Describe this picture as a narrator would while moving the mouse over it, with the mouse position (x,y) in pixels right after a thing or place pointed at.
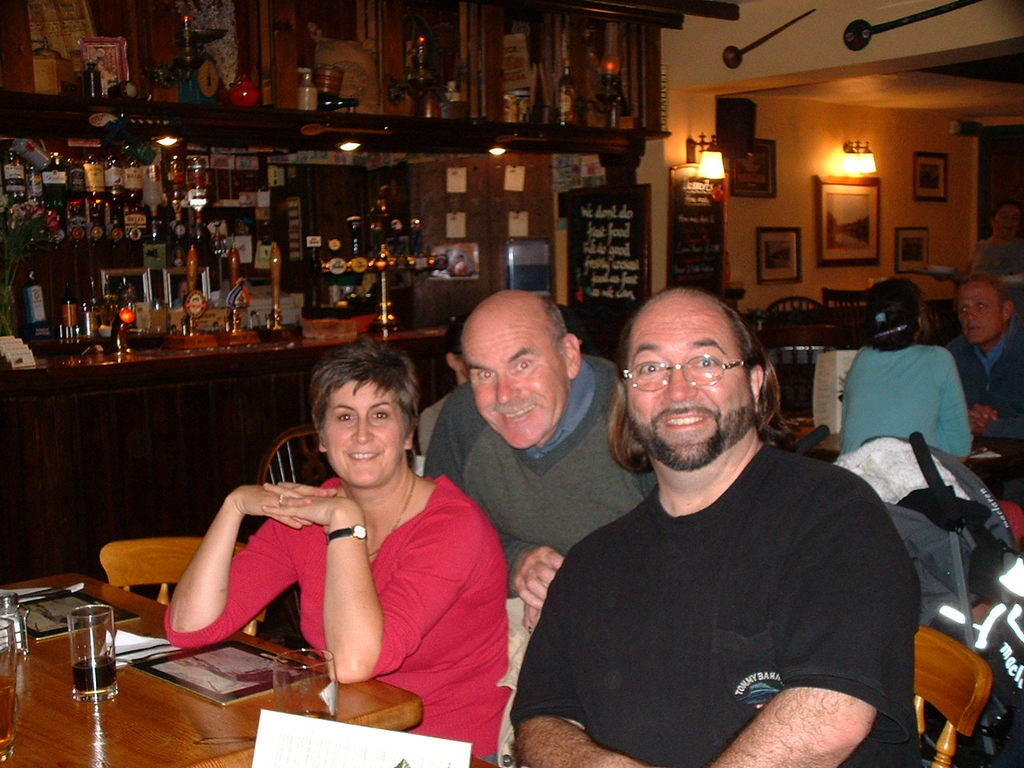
In this picture there are two persons (441,611) sitting in chair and there is a table (363,702) in front of them which has few objects (185,686) on it and there is a person (526,489) behind them and there are few other objects (226,166) in the left corner (156,214) and there are few people (891,355), tables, chairs (773,320) and some other objects (861,263) in the right corner (879,303).
